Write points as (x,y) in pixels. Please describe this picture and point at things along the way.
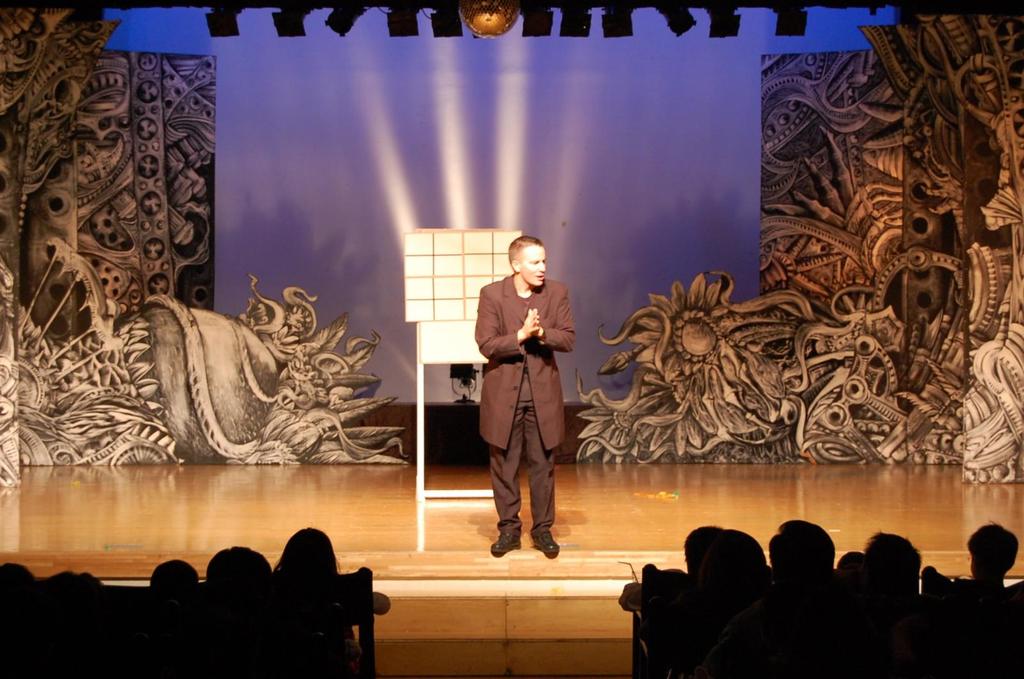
In the picture I can see a man (506,420) is standing on the stage (509,558). The man (540,460) is wearing a coat (498,339), a pant (503,476) and shoes (499,549). In front of the image I can see people (791,640). In the background (249,352) I can see a board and some other objects (430,418).
